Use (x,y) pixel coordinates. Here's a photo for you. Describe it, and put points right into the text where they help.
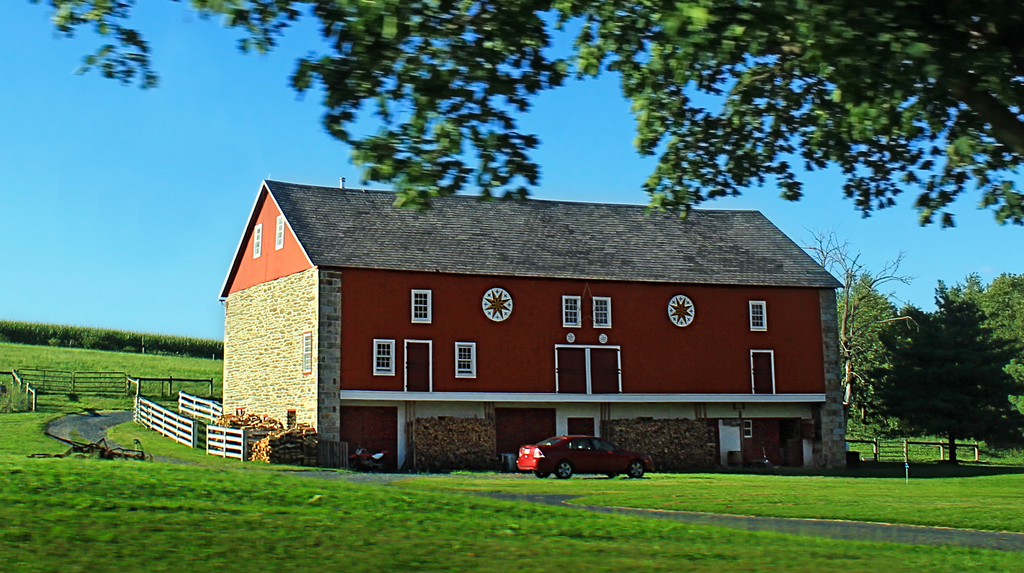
In the center of the image (360,246) there is a house (627,372). There is a car (591,443). At the bottom of the image (197,547) there is grass (154,497). There is a road (556,502). There is a fencing (135,378). At the top of the image (181,145) there is sky (204,147). There is a tree (563,17). In the background of the image (859,329) there are trees (884,363).
